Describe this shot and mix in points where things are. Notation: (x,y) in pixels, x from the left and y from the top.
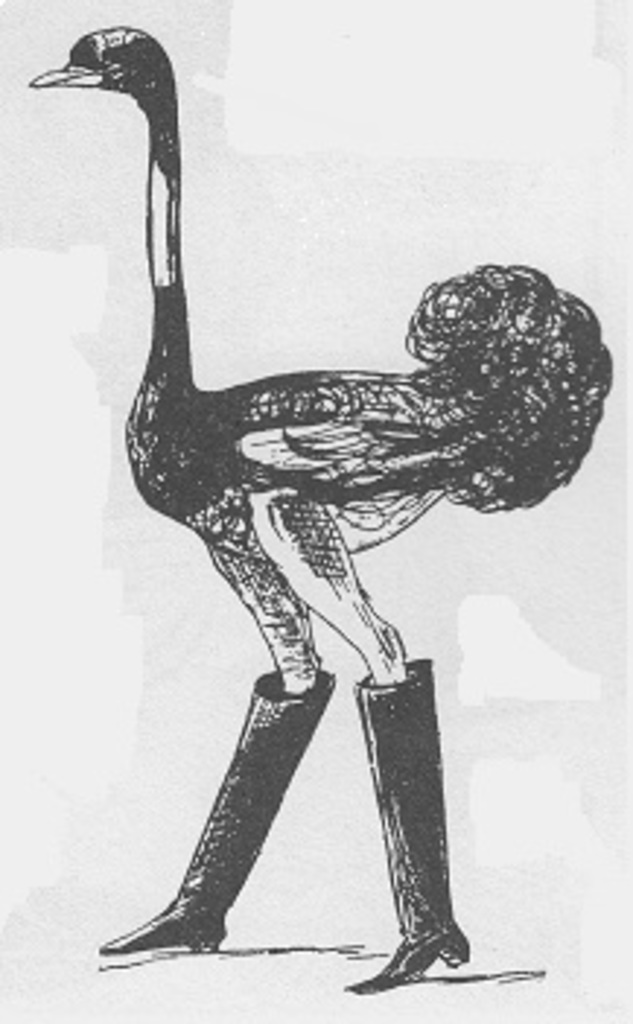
This is a drawing, in this image in the center (303,461) there is one ostrich (308,436), and the ostrich (324,511) is wearing some shoes (415,889).
